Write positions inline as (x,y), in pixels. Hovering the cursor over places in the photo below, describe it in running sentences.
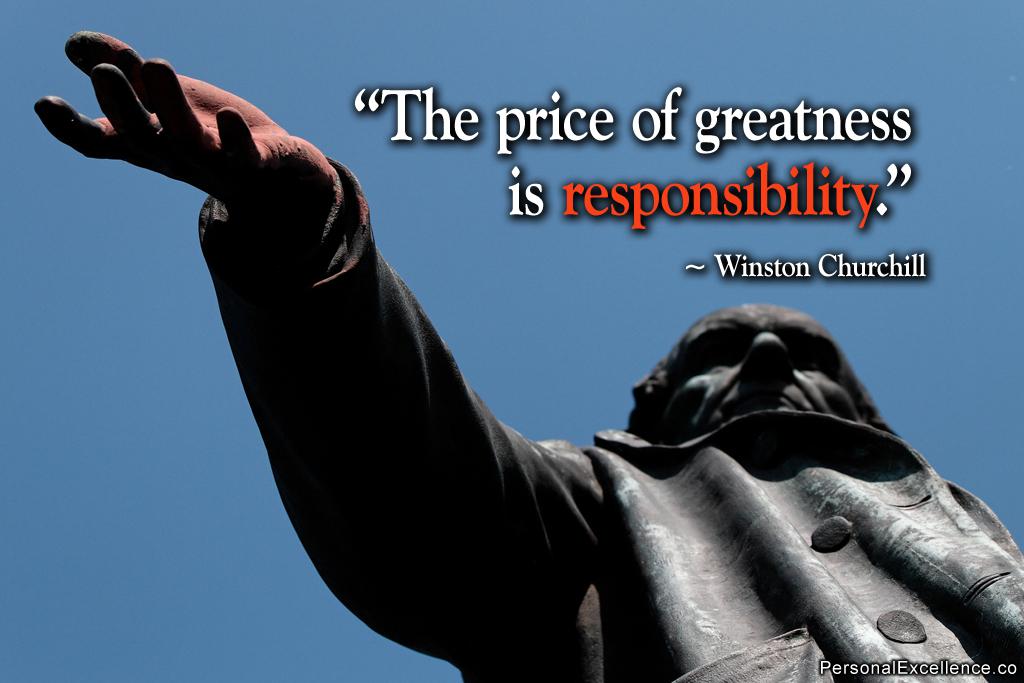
In the image we can see a statue (619,464) wearing clothes (669,462). Here we can see text (669,212), blue sky (161,457) and at the right bottom (906,661) we can see water mark (877,666).
